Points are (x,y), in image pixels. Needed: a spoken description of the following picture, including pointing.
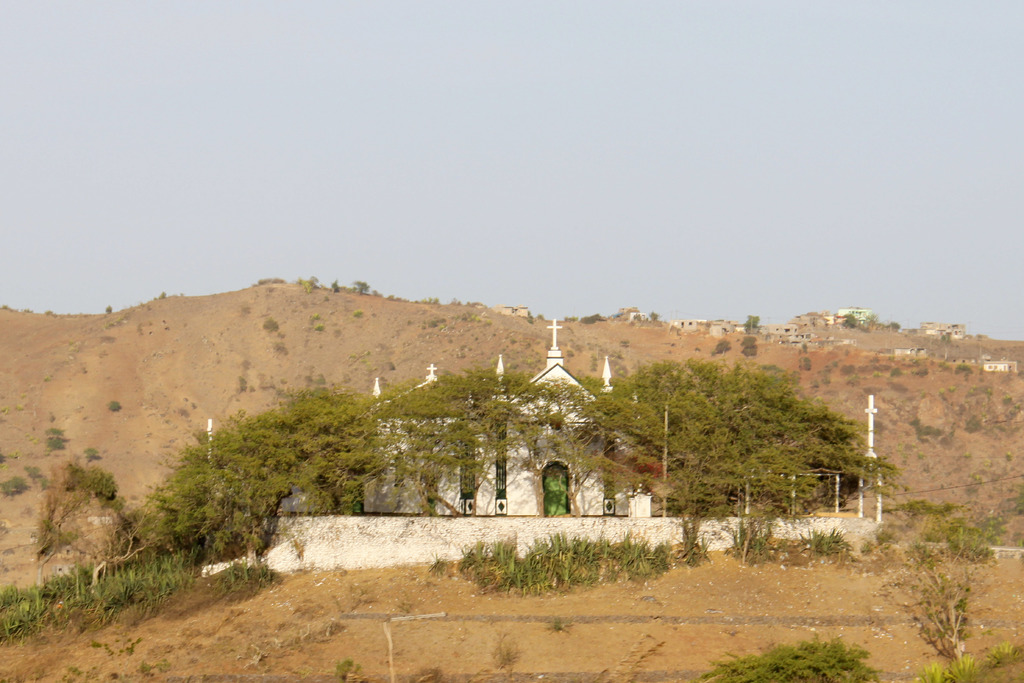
In this image I can see the ground (552,621), few plants (801,664), few trees (695,471) which are green in color and a building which is white in color. I can see a mountain (342,360) and few buildings (791,328) on the mountain (825,355). In the background (739,180) I can see the sky (550,140).
